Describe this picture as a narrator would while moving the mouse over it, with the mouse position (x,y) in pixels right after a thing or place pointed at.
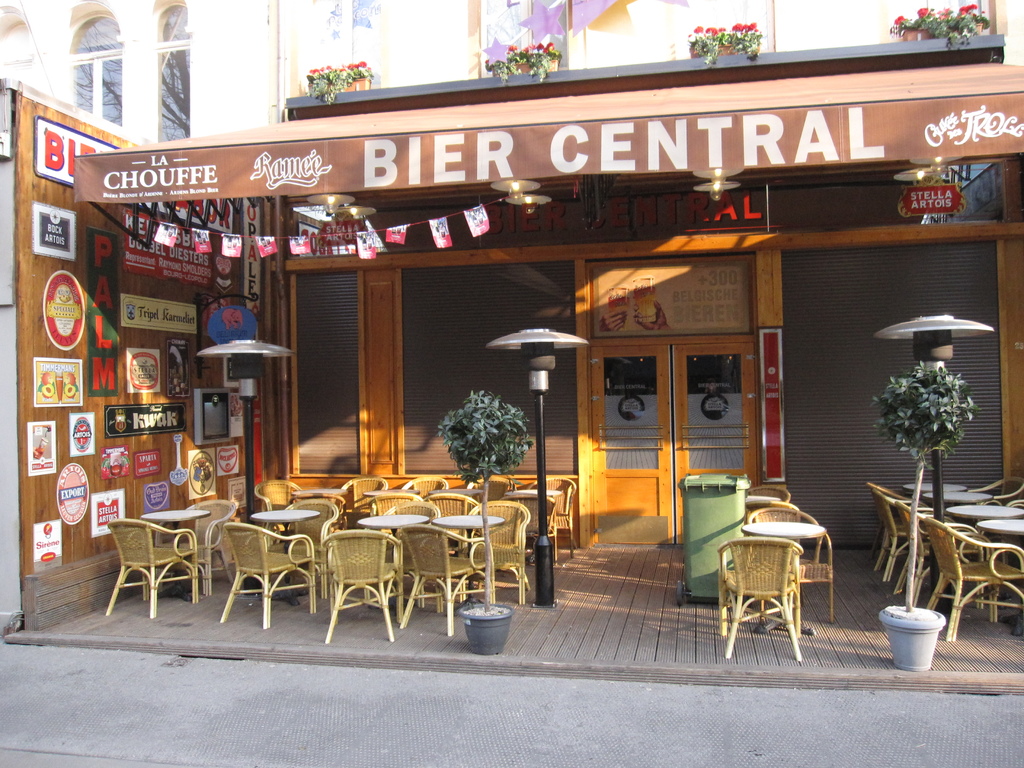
This image is clicked outside. There are so many tables (379,518) and chairs (315,529). There are plants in the middle (444,426). There are papers (145,464) pasted on the left side (107,410). There are plants (340,89) on the top (333,70). This looks like a store (674,381). There is a dustbin (728,513) in the middle (682,506).
